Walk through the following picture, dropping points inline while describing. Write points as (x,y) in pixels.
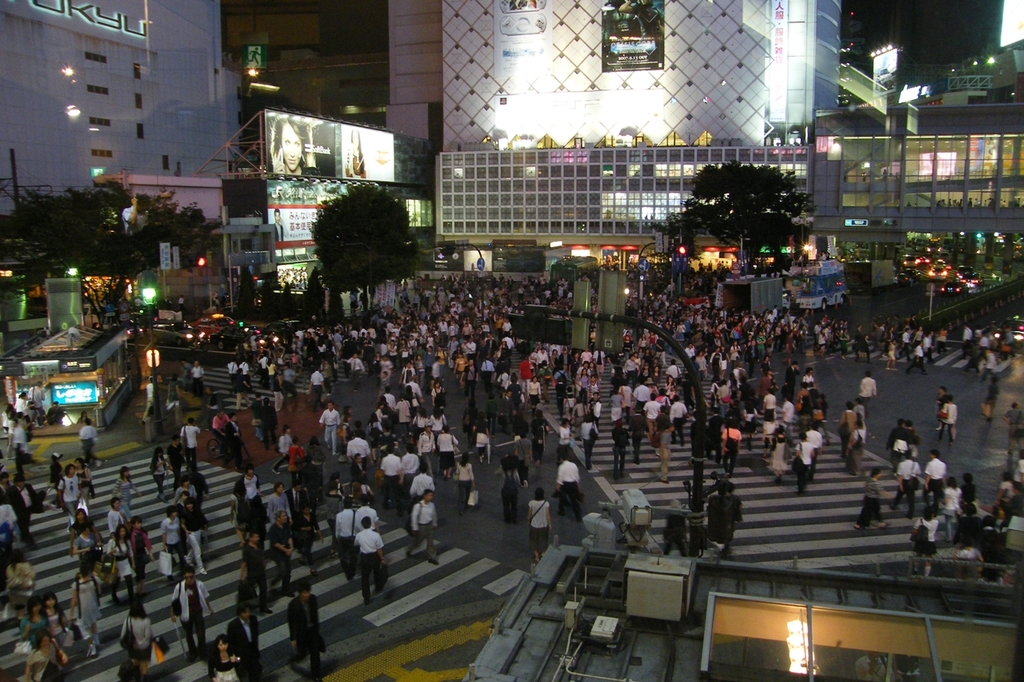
In this image many persons (516,519) are walking on the road (392,618), having few zebra crossing lines (326,529) painted on it. Few vehicles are on the road (629,482). Right bottom there is a building (725,587). Behind there is a pole (696,393) having few traffic lights (552,326) attached to it. Background (777,265) there are few trees (785,237) and buildings (542,158). There are few hoardings (294,164) attached to the wall (727,98) of the buildings (871,116).
